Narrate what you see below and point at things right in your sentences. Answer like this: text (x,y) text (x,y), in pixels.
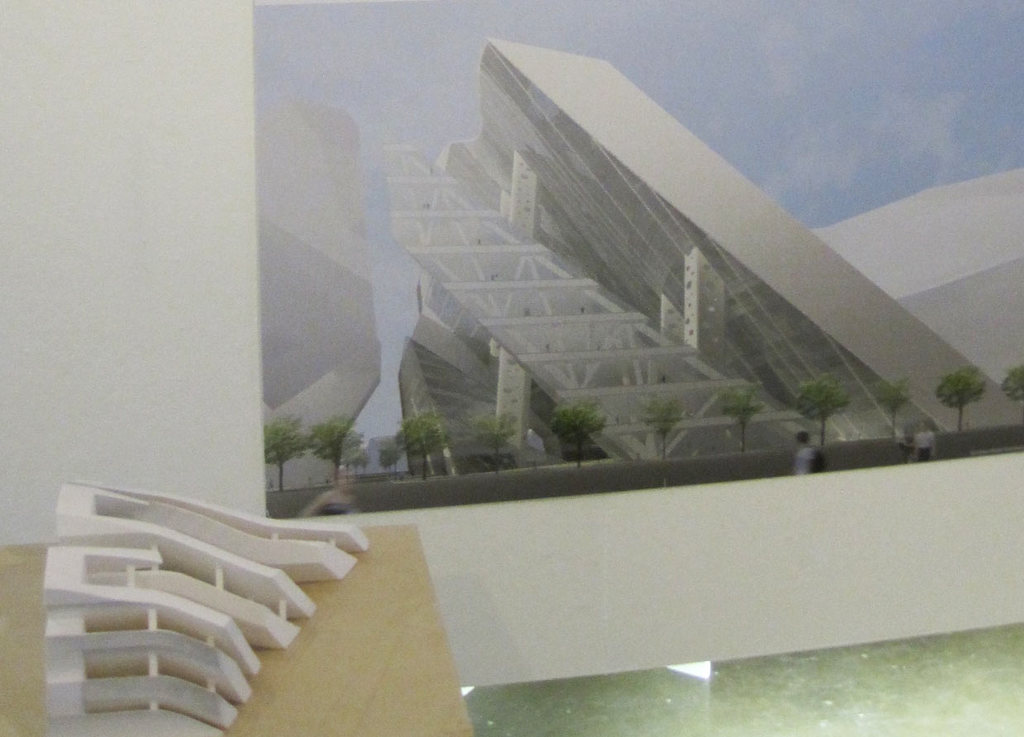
In this picture we can see few buildings (439,379) and trees (958,400). Some people (926,432) are visible on the path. There is a white object (184,570) on the table (418,581).
